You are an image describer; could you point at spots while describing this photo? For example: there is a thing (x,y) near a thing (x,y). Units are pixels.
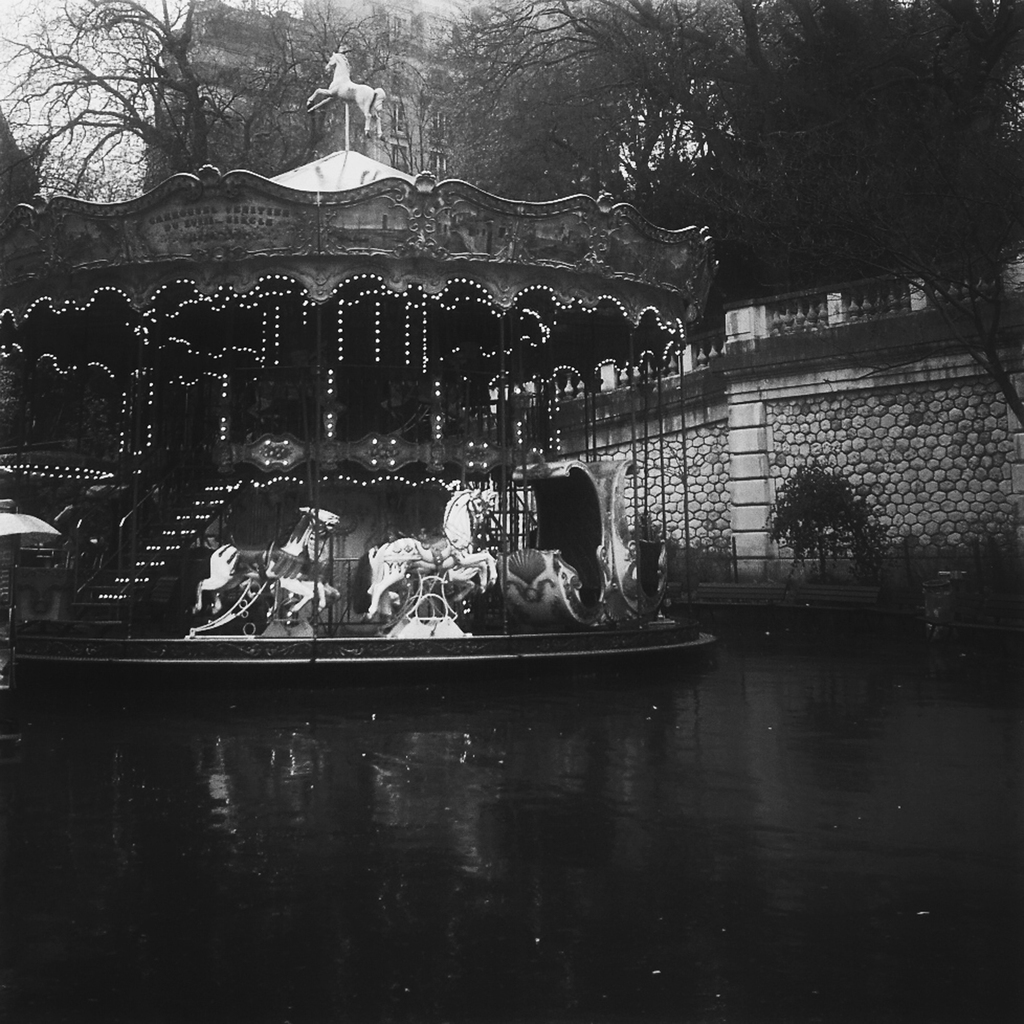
This is a black and white picture. At the bottom (644,949), we see water (825,919) and this water (529,924) might be in the canal (258,882). In the middle (361,652), we see a carousel (348,639). On the right side (915,371), we see the trees (998,379), railing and a wall (755,429). There are trees (198,89) and buildings (377,144) in the background (293,69).
